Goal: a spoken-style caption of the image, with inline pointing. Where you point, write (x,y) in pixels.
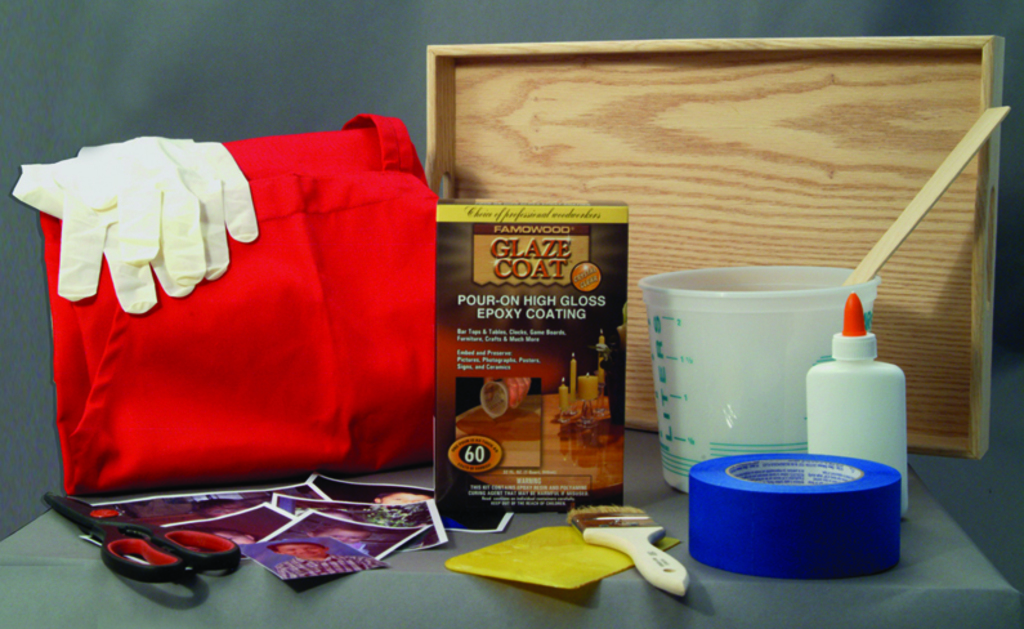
In this image there is a table (299,595) having a scissor (123,563), photos (319,543), brush (655,535), tape (762,502), bottle (816,411), box (499,482), bag (367,420), tray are on it. Bag (162,428) is having gloves (112,258) are on it.
